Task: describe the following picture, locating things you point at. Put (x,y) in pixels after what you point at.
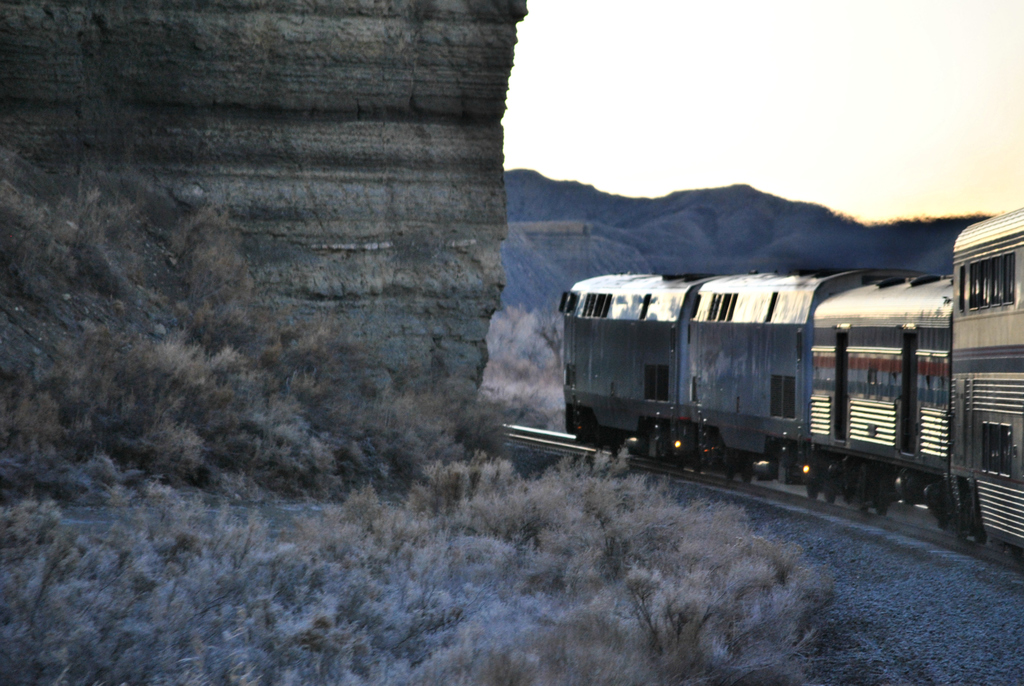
In this picture I can see the train (835,411) on the railway track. In the background (522,235) I can see the mountains (531,196). At the bottom (487,618) I can see the grass (581,578). At the top right (815,92) I can see the sky (815,92).
